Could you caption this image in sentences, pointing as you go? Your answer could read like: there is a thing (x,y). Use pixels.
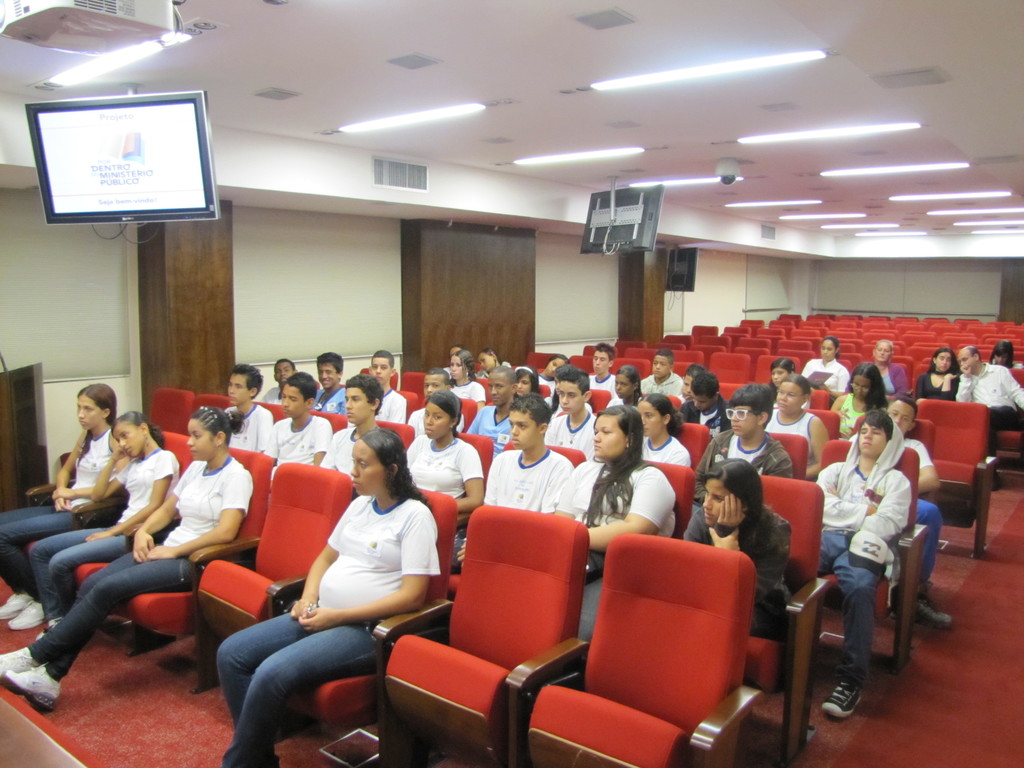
In this image there are people (448,447) sitting on the chairs (807,583). At the bottom of the image (926,718) there is a mat (924,705). On top of the image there is a camera (719,163). There are lights (809,203). There are TVs (41,110).
